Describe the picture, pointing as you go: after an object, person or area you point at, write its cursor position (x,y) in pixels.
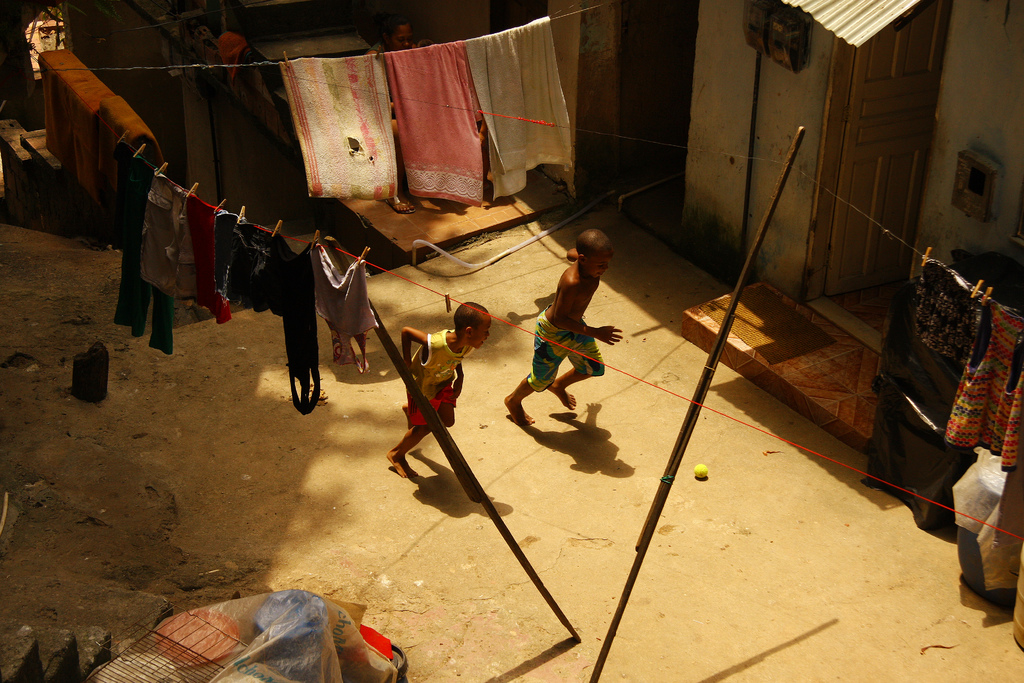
In this image there are two kids (540,352) running for ball (703,472) and there are houses (987,107) in the background (888,176) and in the top (477,52) there are clothes (404,85) hanged on a rope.
